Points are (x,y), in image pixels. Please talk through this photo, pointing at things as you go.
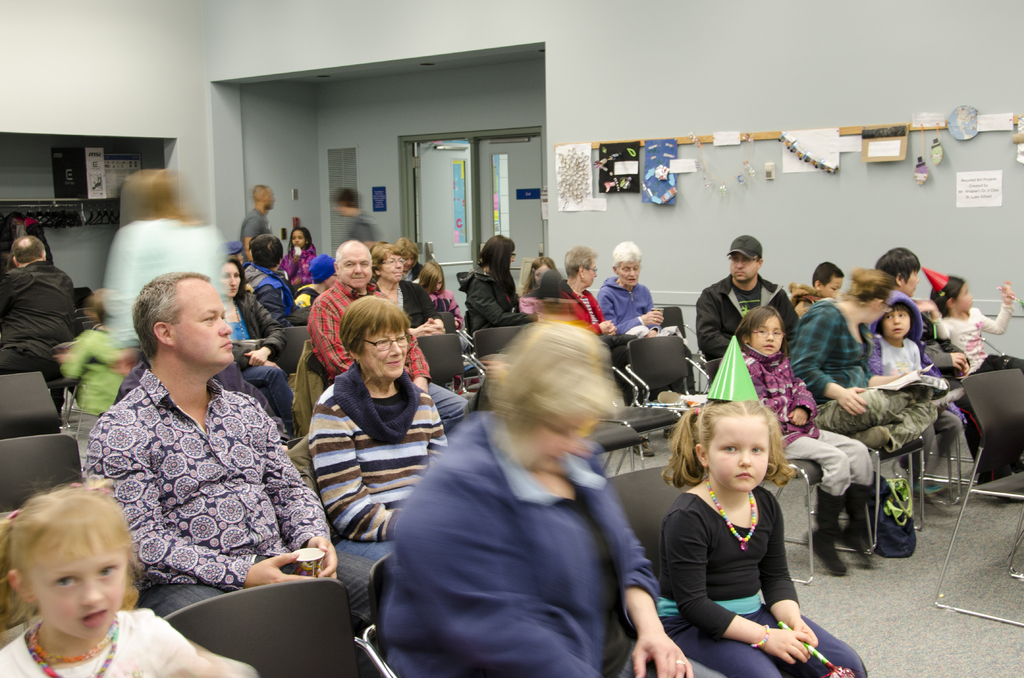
In this image I see number of people (60,613) and most of them are sitting on chairs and few of them are standing, In the background (252,172) I see the wall (905,199) and there are papers (580,161) and art (584,185) on the wall (709,234) and I see the doors (457,173) over here.
